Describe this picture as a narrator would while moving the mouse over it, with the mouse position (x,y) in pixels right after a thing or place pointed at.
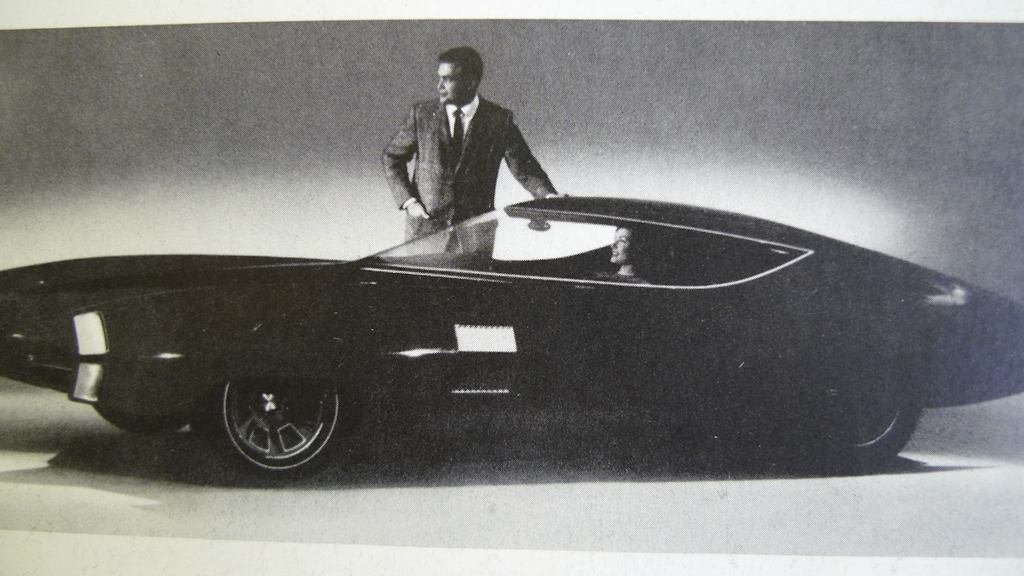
In this image I can see a car (453,318) and a man (468,190) is standing. I can see a woman (621,250) is sitting in this car (585,289). I can see he is wearing formal dress (455,186) and I can see this image is black and white in colour.
